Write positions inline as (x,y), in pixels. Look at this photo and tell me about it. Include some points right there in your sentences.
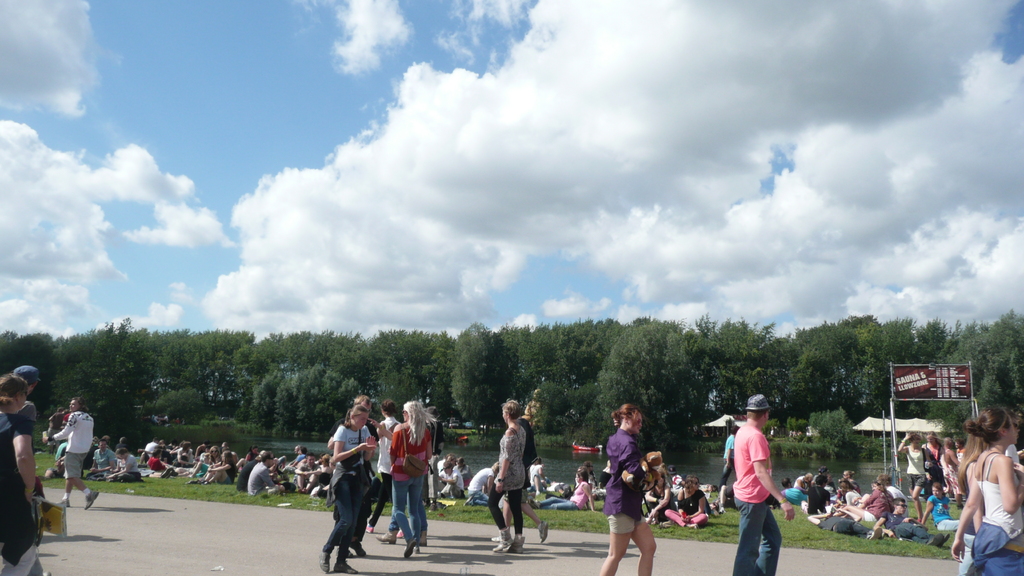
In this picture we can observe some people (365,483) walking on the road (402,556) and some of them were sitting on the ground (195,489). We can observe a lake (452,453) here there are men (242,482) and women (17,437) in this picture. In the background (411,392) there are trees (319,377) and sky (339,151) with some clouds (510,168).
